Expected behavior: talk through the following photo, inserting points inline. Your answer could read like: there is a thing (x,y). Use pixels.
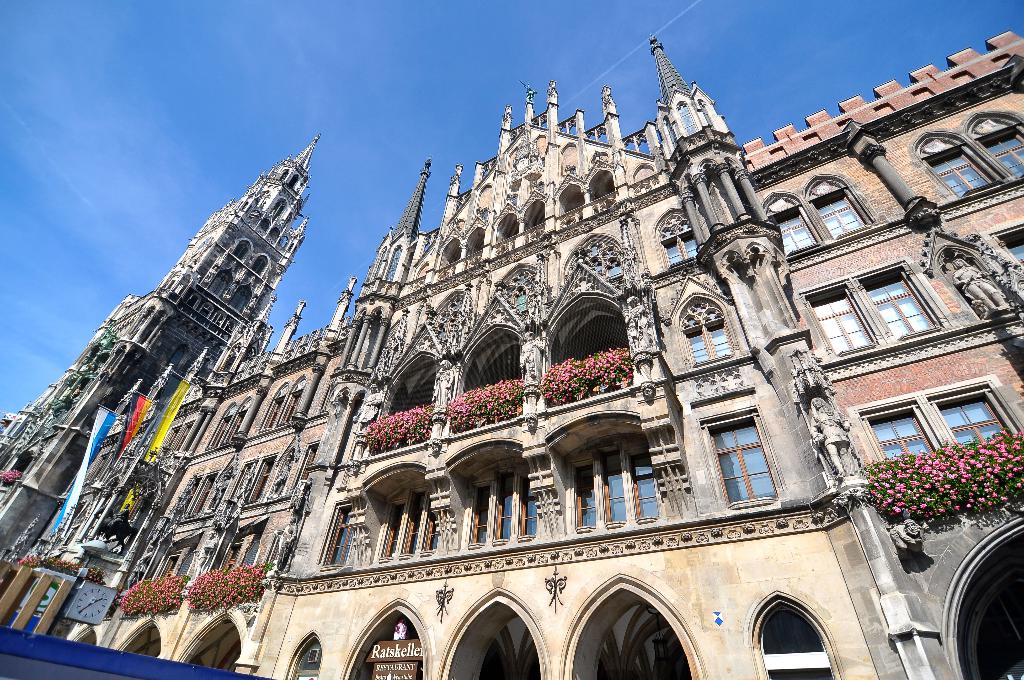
In this image I see a building (399,375) and I see a tower (57,470) over here and I can also see the flags (150,421) and flowers (573,364) on this building (455,445) and I see a clock (106,589) over here and I see few boards (409,650) over here on which there are words (406,657) written. In the background (315,245) I see the blue sky (474,97).
